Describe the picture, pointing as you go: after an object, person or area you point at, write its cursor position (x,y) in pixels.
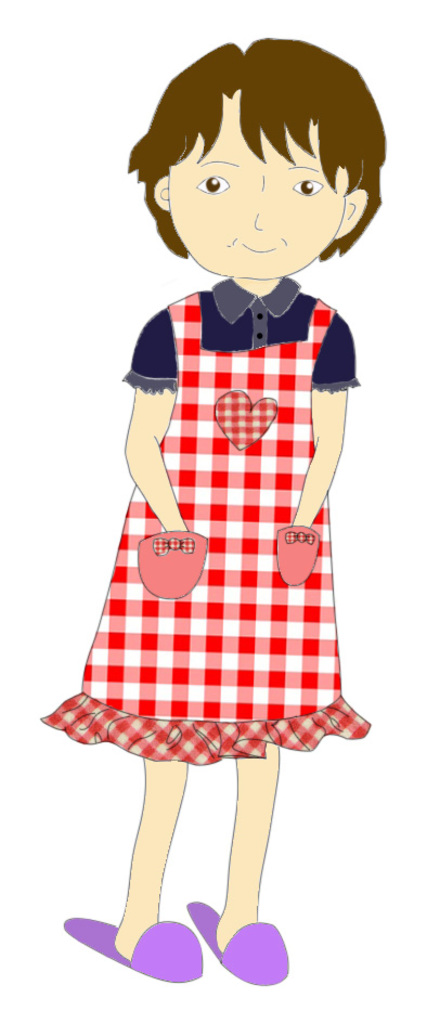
In this image we can see the animation of a girl (228,413).
